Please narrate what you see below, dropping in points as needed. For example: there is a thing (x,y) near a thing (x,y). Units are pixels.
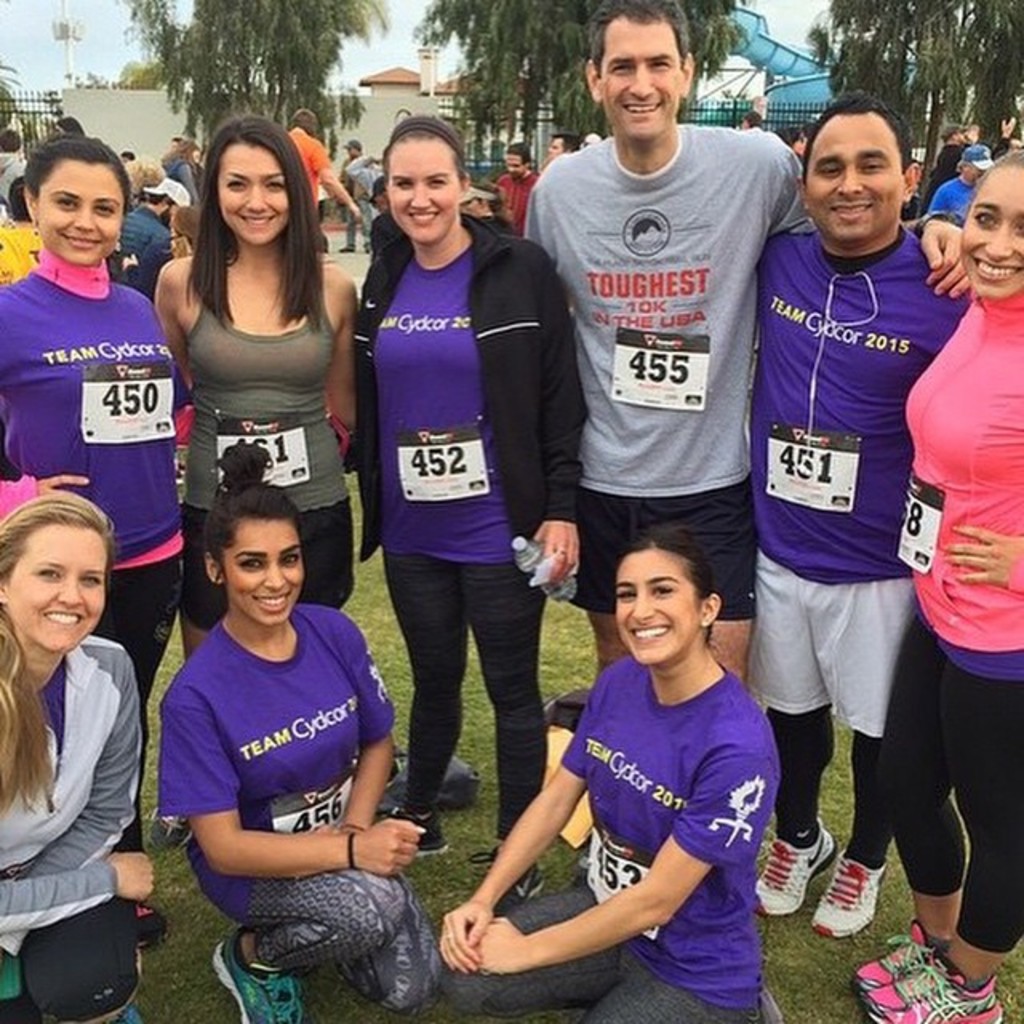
In this image I can see group of people (135,789) some are sitting and some are standing, background (131,115) I can see few buildings (127,131), trees (213,50) in green color and sky (22,65) in white color.
